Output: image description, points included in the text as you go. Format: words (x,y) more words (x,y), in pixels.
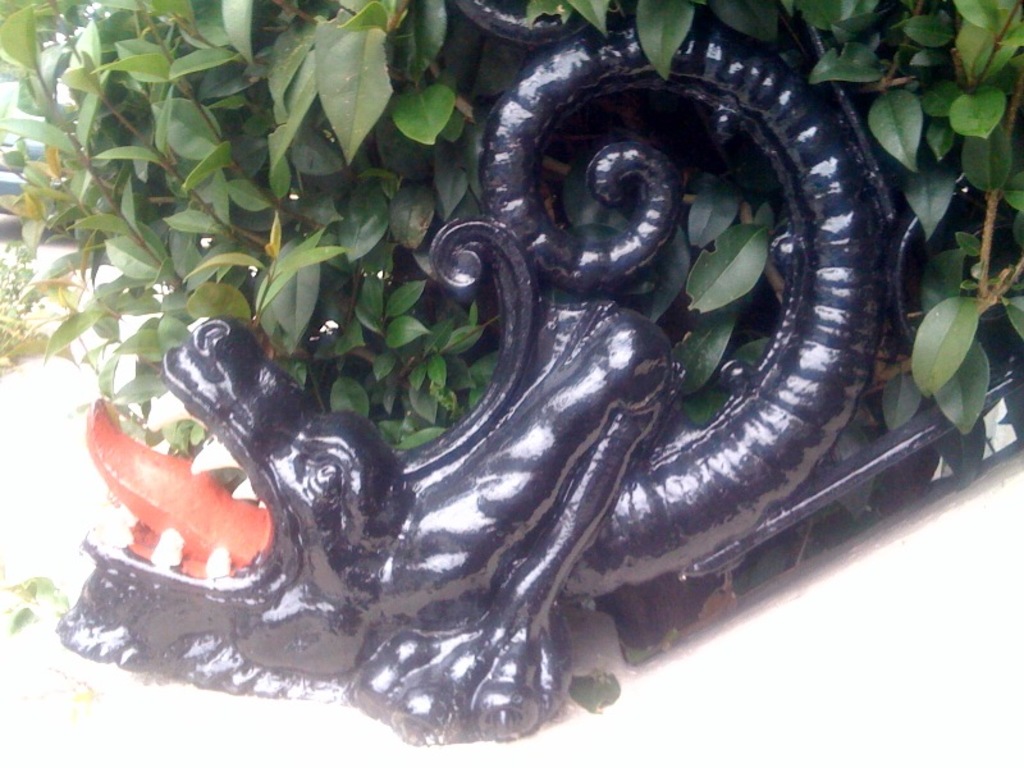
In this image there are plants (550,205). There is a sculpture (452,536) on the wall (921,535). Left side (3,183) there is a vehicle (21,183). Before it there are plants (25,310).
